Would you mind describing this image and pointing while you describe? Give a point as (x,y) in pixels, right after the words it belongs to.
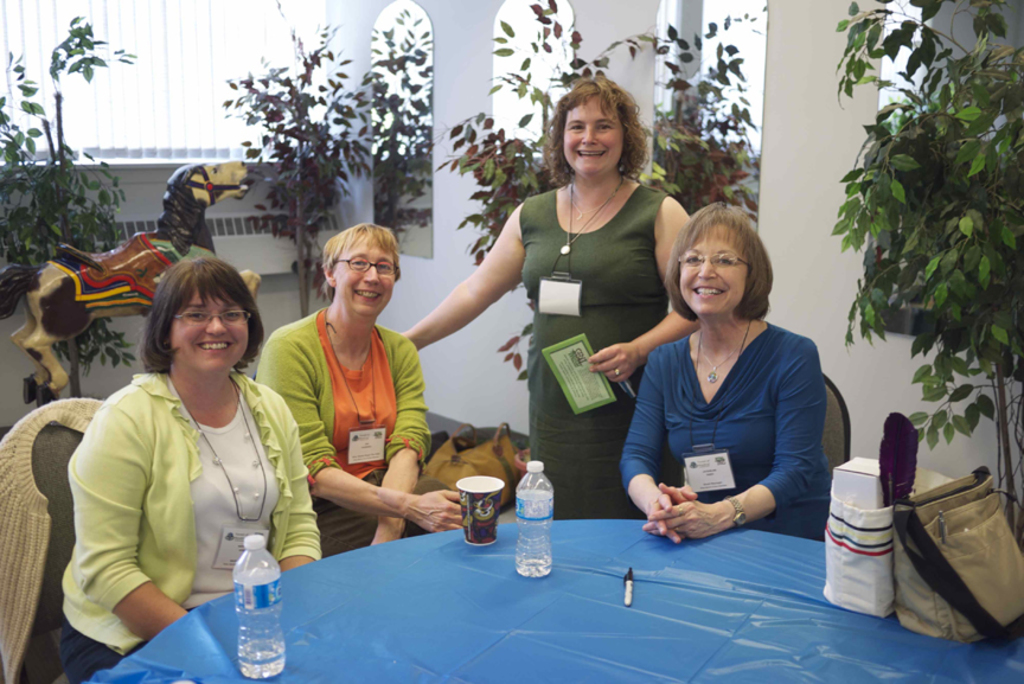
As we can see in the image there is a wall (441,190), plants (900,74), few people (557,257) sitting on chairs (58,526) and a table (653,592). On table (757,614) there is a handbag (952,587), bottles (252,604) and cup (476,515).
